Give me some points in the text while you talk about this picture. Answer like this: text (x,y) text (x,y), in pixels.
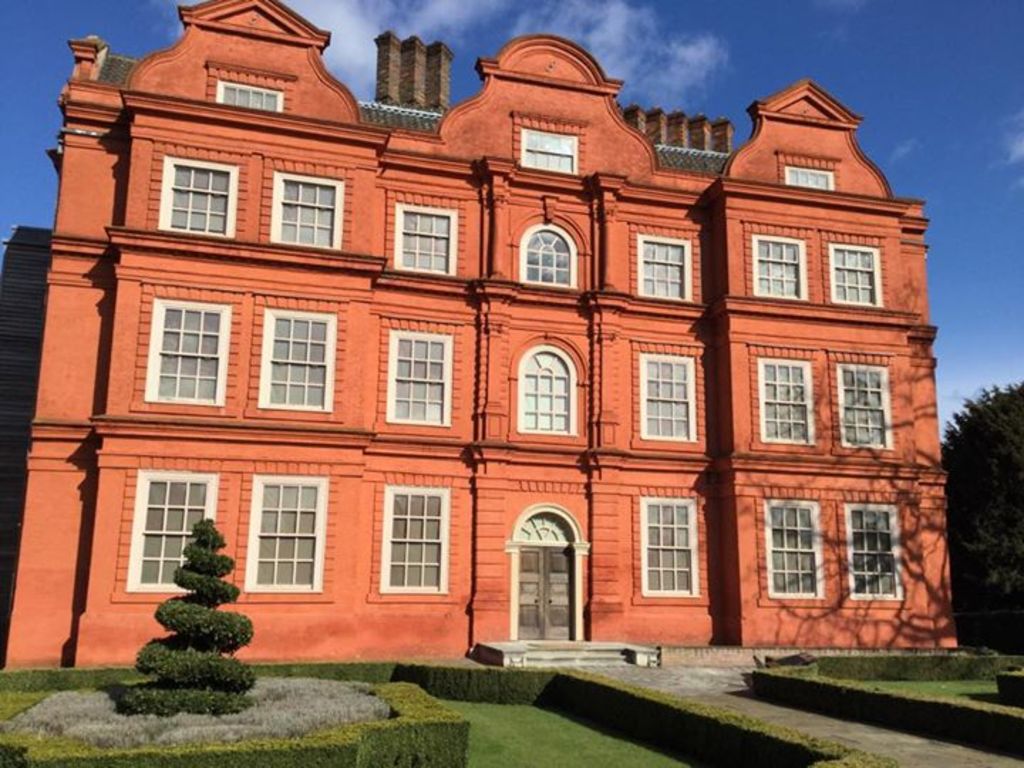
In this image I can see a building (468,331), windows (537,516), door (537,509), trees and stairs (553,660). The sky (481,26) is in blue and white color.
